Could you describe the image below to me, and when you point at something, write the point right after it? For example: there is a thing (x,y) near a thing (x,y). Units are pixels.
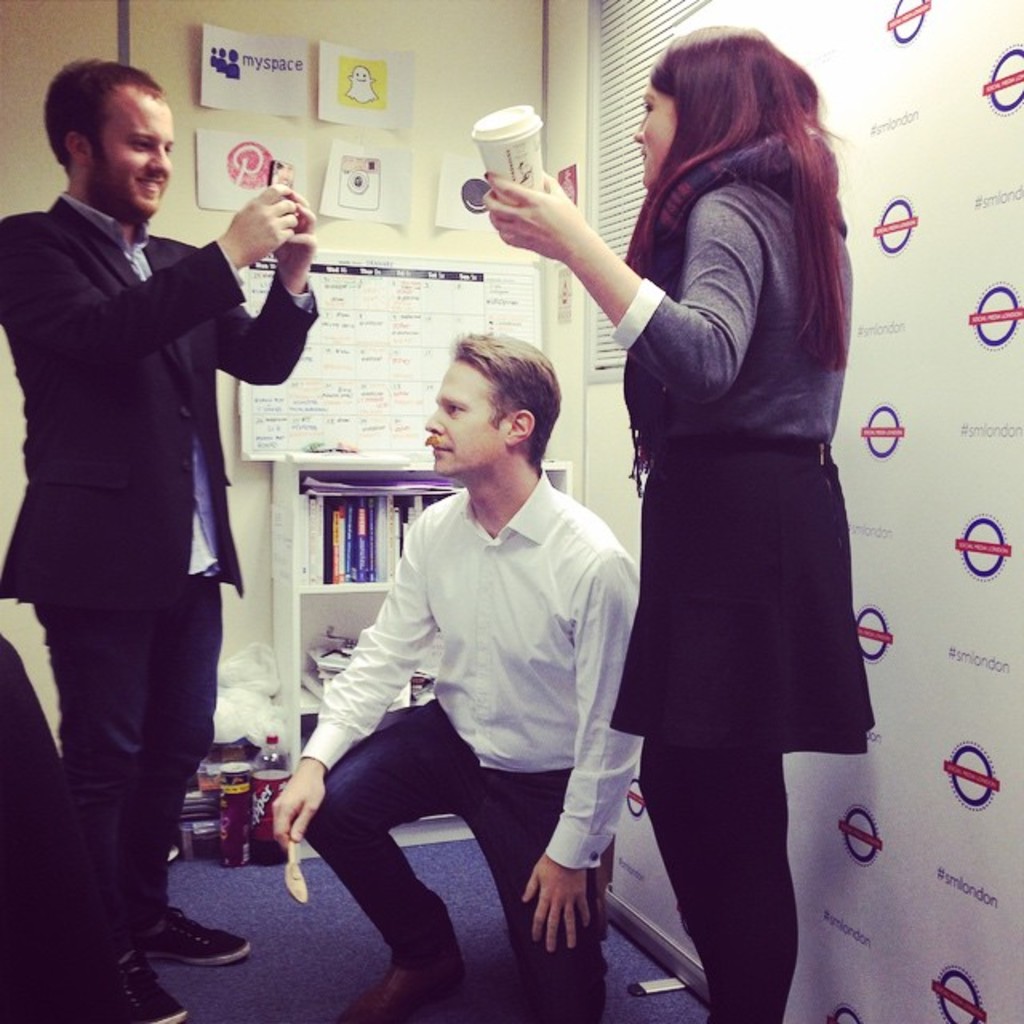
In this image there is a person (498,765) holding a spoon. He is on the floor (277,872) having bottles (266,862) and few objects (203,821). Behind him there is a rack (301,500) having books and few objects (346,638). There is a board (328,281) and few posters (386,153) are attached to the wall (482,252) having a window (639,102). Left side (47,440) there is a person (151,347) holding a mobile (269,171) in his hand (277,185). He is standing on the floor (187,893). Right side (759,369) there is a woman (687,523) standing on the floor (295,941). She is holding a cup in her hand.
